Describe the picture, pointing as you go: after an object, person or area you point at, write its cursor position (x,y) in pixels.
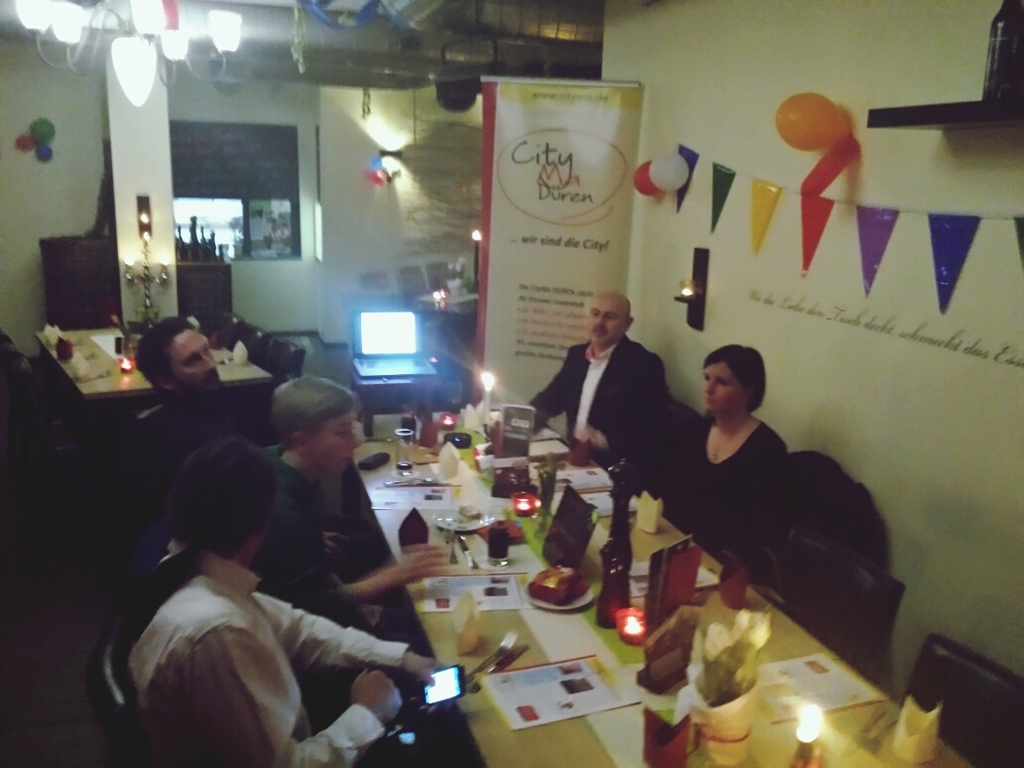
in this picture we can see a person's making the party sitting around the table (494,737) on the chair (787,554), in the table (668,618) we can see different food items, bottles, wine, on the wall (880,332) we can see decorating papers (869,263) and balloons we can also see a banner (581,252) with a text (560,288).
